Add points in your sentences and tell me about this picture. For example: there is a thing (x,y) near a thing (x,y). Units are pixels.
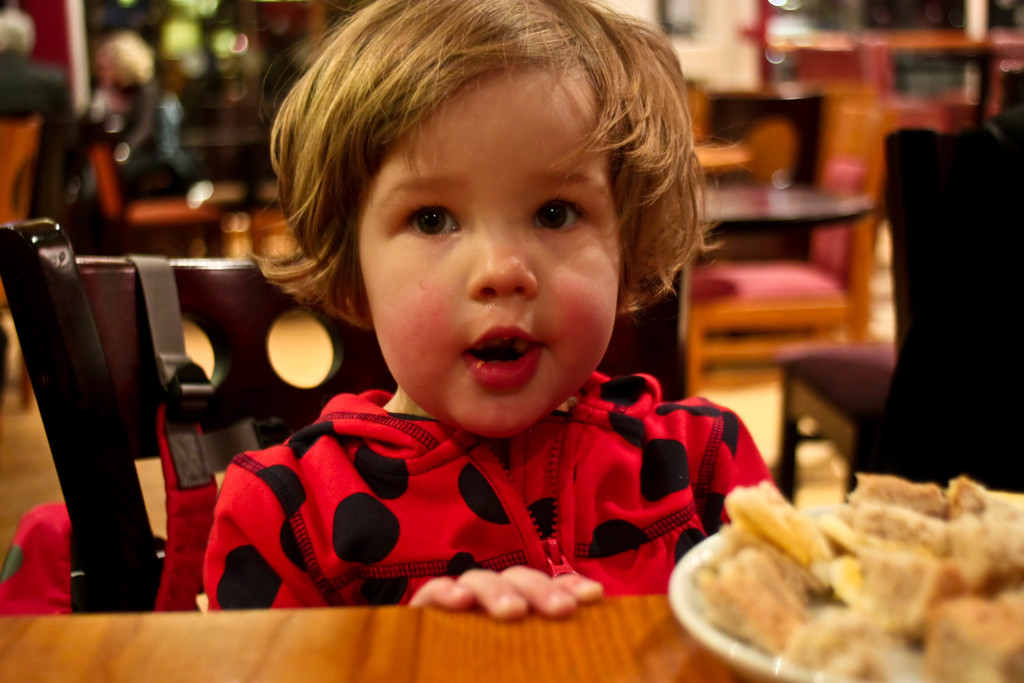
In the image we can see there is a girl (392,451) who is sitting and in front of her there is a food items (907,560) in the plate (846,568).
